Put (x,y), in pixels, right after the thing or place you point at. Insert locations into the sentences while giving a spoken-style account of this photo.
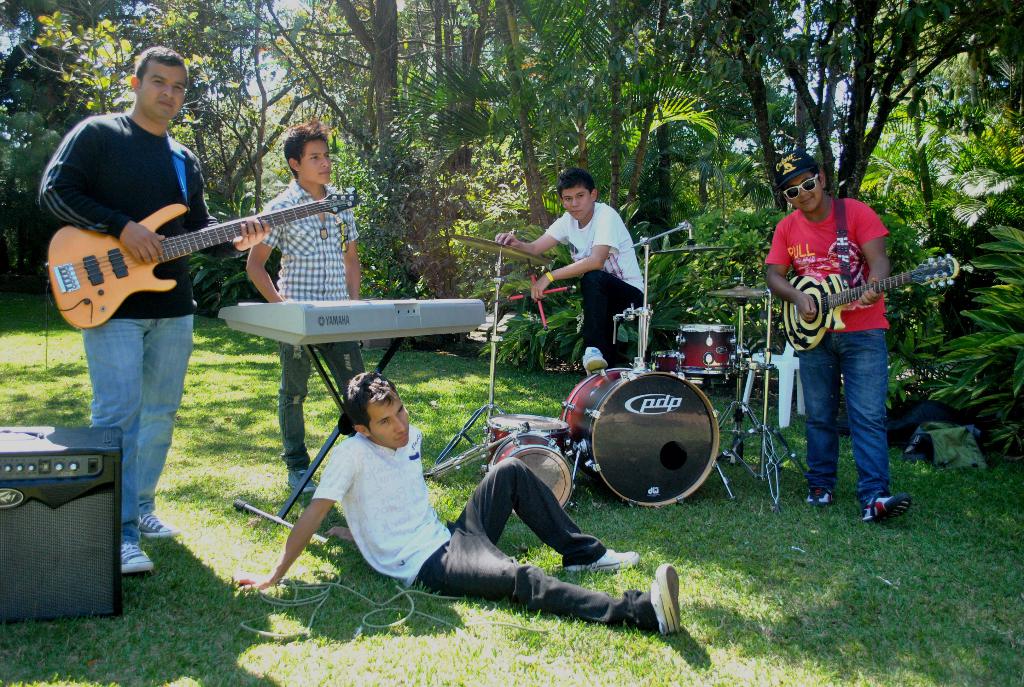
In this image i can see few people (271,244) standing and a person (519,515) sitting on the grass (462,492), 2 persons (179,295) are holding guitar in their hands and i can see stands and few musical instruments (575,412). In the background (543,339) i can see trees (290,98) and the sky (255,76).
